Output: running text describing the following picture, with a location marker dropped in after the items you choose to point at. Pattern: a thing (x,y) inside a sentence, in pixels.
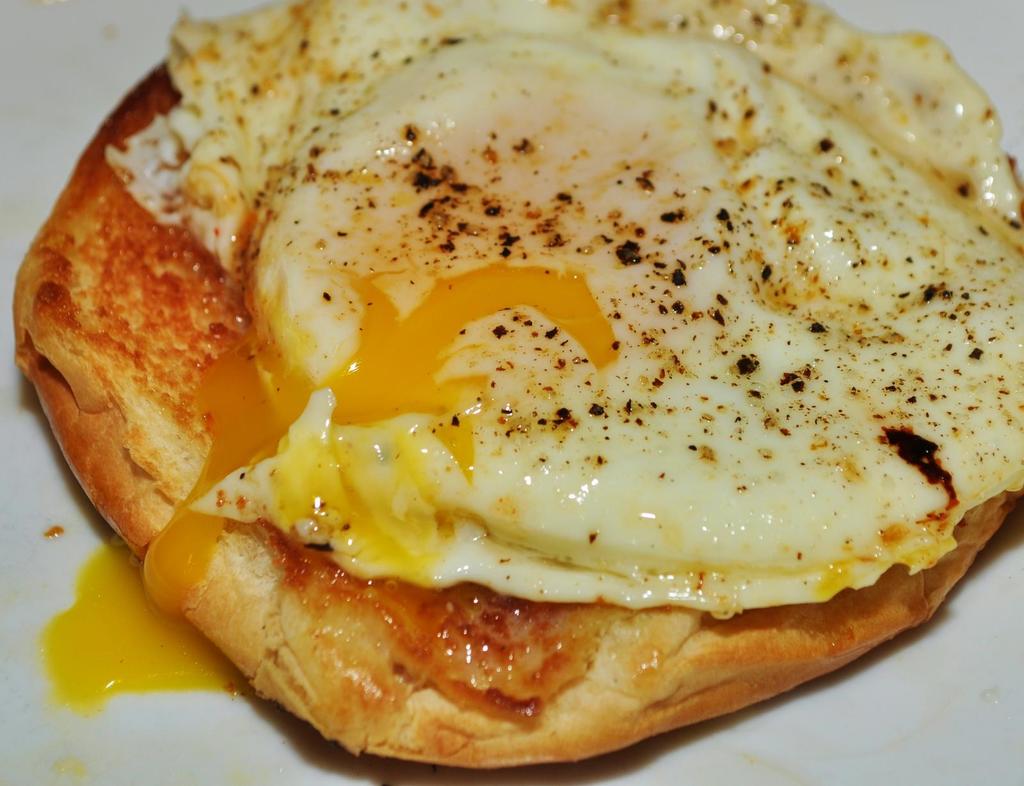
In this image we can see a food item (505,415) on the white surface (76,70).
